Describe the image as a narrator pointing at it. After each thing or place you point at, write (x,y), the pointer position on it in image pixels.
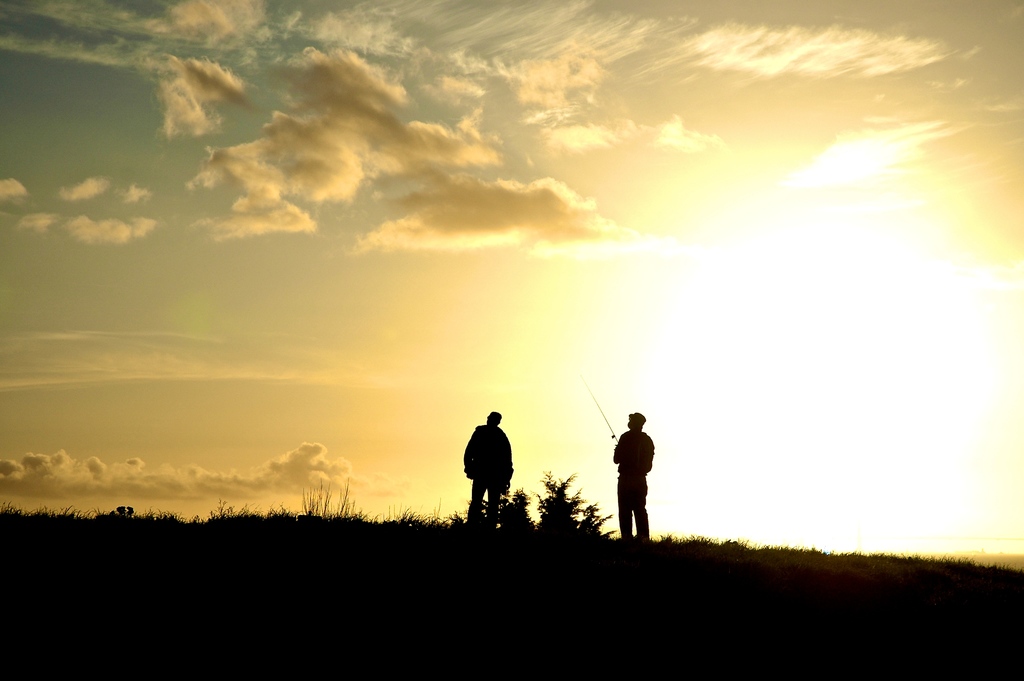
This is an outside view. At the bottom (396,604), I can see the ground (540,595). In the middle of the image (493,448) there are two person (470,508) standing facing towards the back side (645,444). The man (637,475) who is on the right side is holding an object (609,432) in the hands (621,446). On the ground (599,540) there are some plants (549,534). At the top of the image (374,117) I can see the sky (411,185) and clouds (376,161).
